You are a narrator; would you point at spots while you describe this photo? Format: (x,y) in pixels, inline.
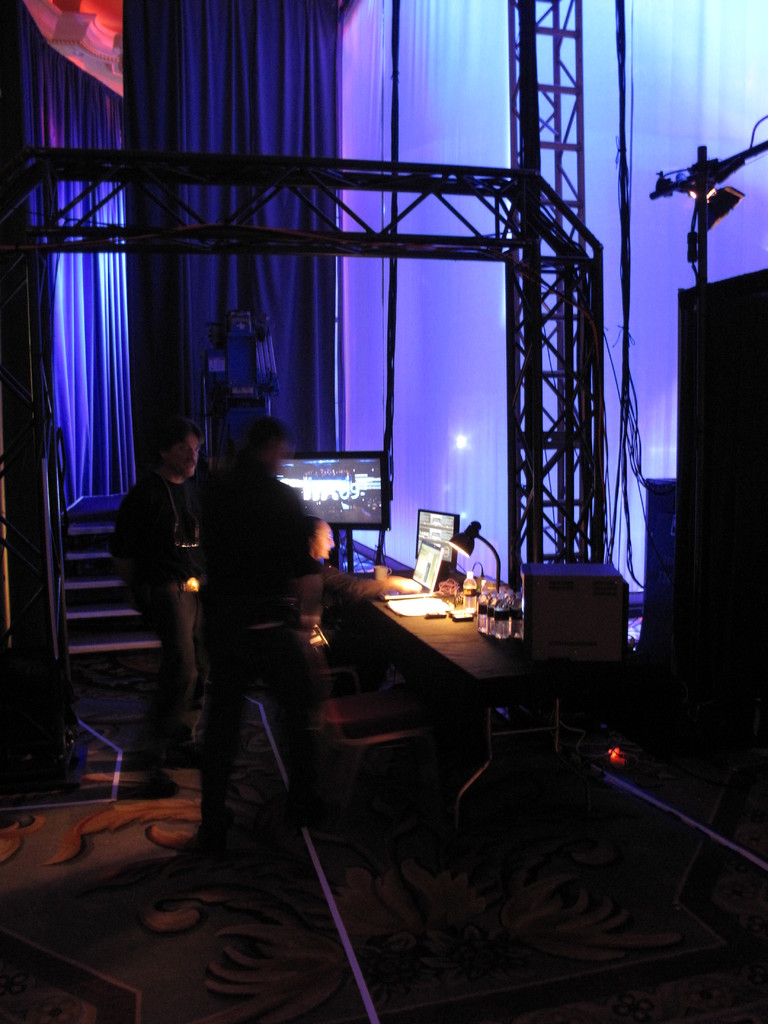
This picture is completely dark. We can see persons (344,582) standing in front of a table (502,667) and on the table (513,665) we can see screens (381,498), table lamp (468,552), bottle (483,625). Here we can see stairs (103,502) and a huge curtain (193,272). This is a floor (169,921).
